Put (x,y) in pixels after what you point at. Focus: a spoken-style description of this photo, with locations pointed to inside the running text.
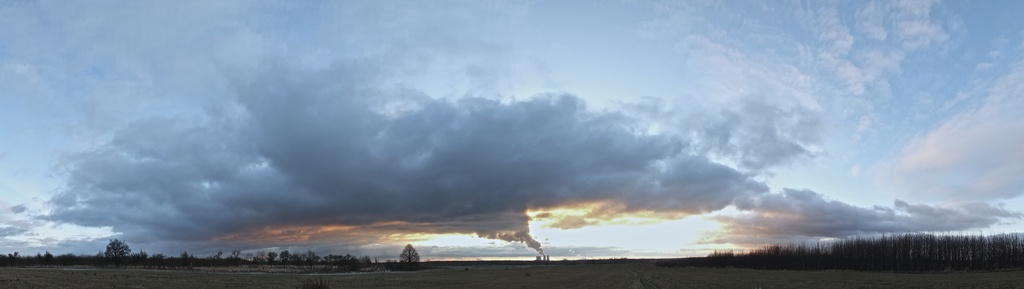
In this picture we can see a land (510,286), beside to the land (760,277) there are trees (880,256) and in the background (510,234) we can see building (546,257) and a smoke (536,246) coming from the outlet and above the tree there is a sky (597,135) and it is so cloudy.
